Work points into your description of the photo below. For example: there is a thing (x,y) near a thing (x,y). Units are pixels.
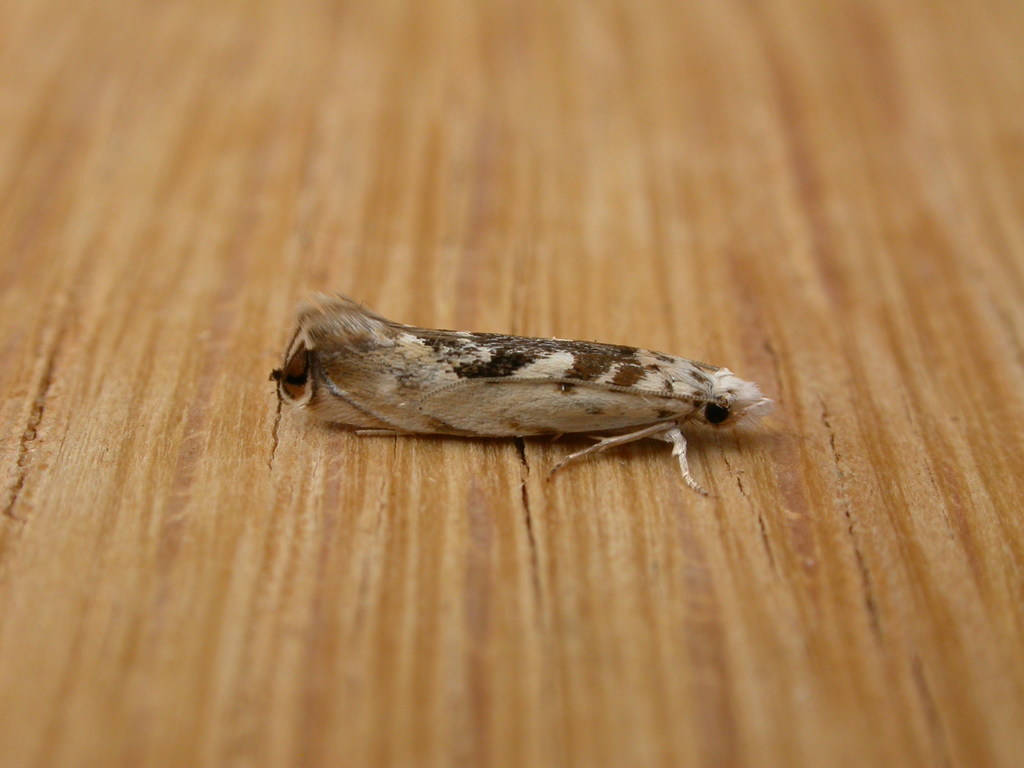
As we can see in the image there is a table (170,752). On table (114,711) there is an insect (426,361).
